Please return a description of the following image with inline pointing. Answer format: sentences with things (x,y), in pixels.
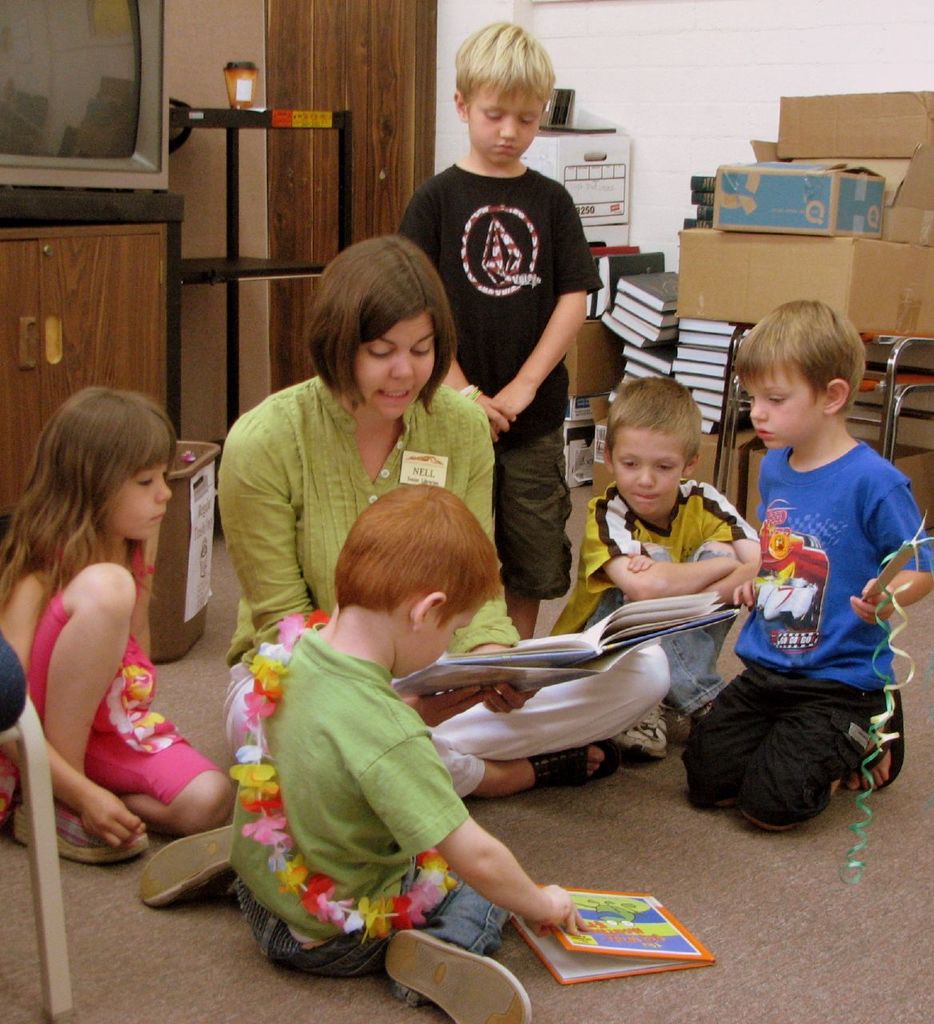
In this image I can see six persons (780,632) on the floor (569,844). In the background (142,321) I can see a table (173,269), TV (44,180), lamp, books (628,294), carton boxes (734,221), wall (569,11) and a chair (886,453). This image is taken in a hall (573,651).
